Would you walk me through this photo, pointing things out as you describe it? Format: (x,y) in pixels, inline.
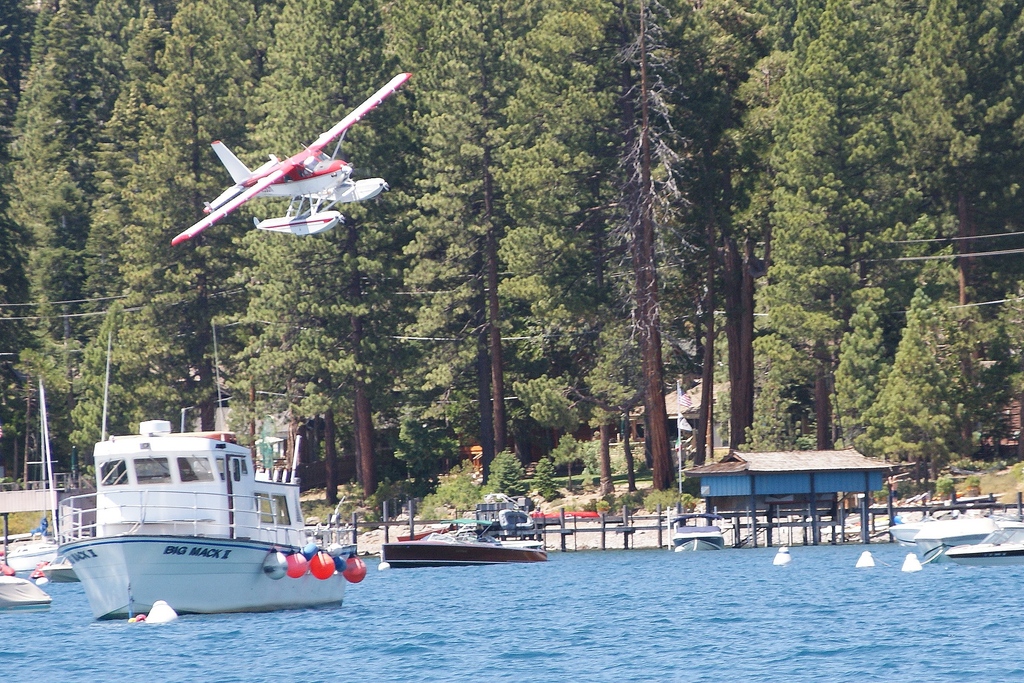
In this image I can see few boats (199,612) on the water (275,667). In front (201,510) the boat (204,547) is in white color and I can also see an aircraft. Background (341,242) I can see few buildings (638,443), light poles (184,424) and the trees (399,119) are in green color.
